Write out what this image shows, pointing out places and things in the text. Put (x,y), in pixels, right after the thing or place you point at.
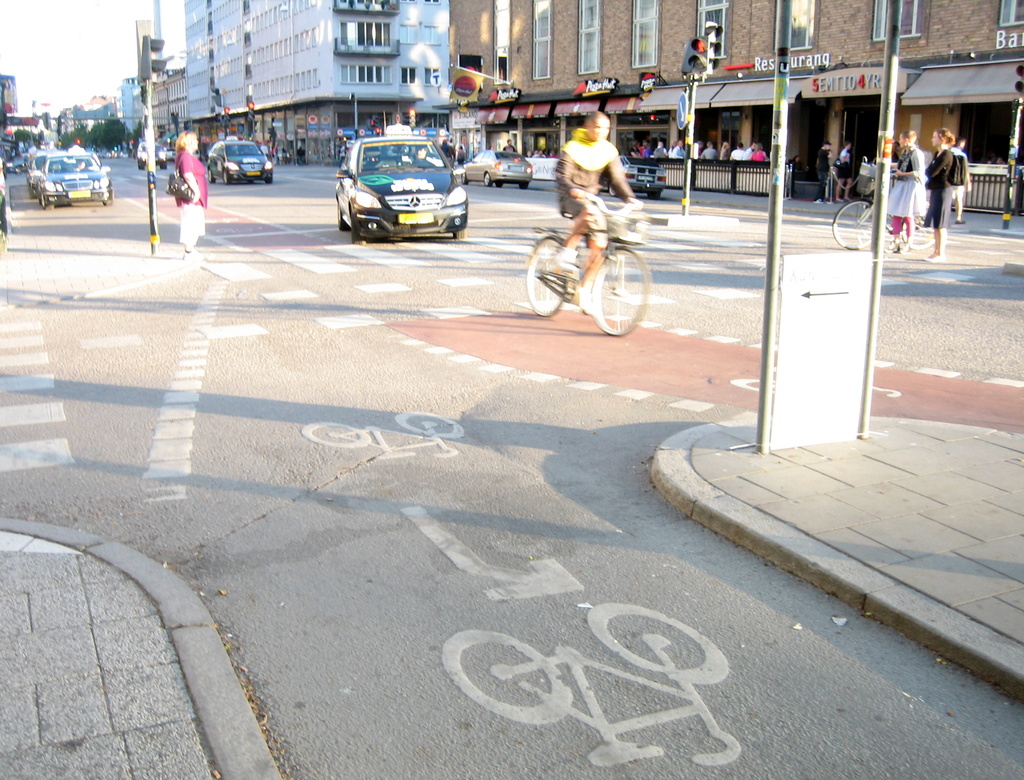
In the picture there is a road (338,320) and some vehicles (388,209) are moving on the road (547,182), there are two footpaths (223,682) in the front (824,520) and on the right side (734,129) there are few buildings (372,38) and there are a lot of people (758,152) in front of those buildings (757,112). There are some traffic signal poles (686,177) in between the roads (698,312).
